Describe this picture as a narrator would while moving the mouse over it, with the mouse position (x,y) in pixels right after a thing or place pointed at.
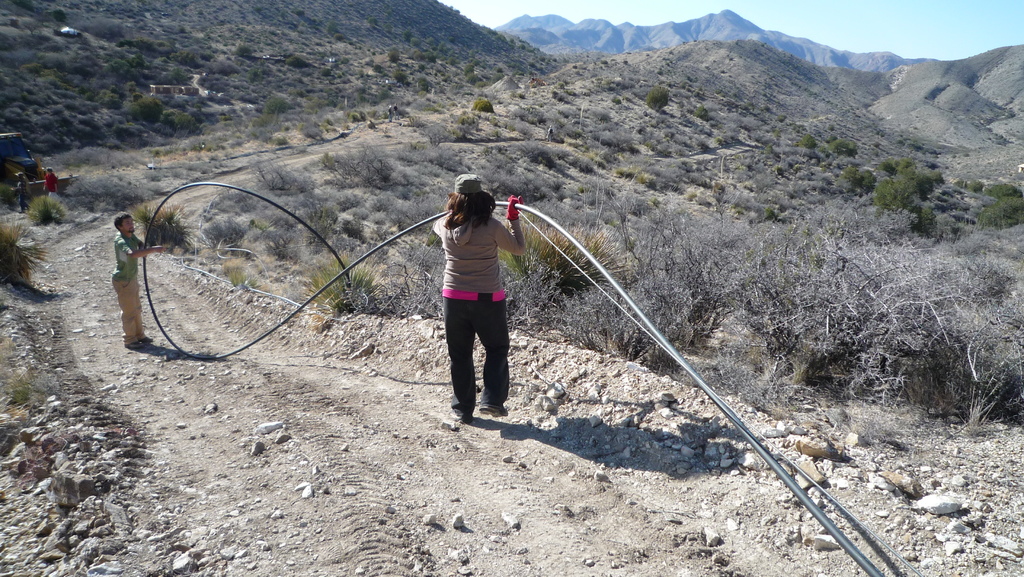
In the image there are two people (135,319) standing on a rough surface (239,447), they are holding some wires (795,483) and around them there are many dry plants (562,153), on the left side (28,150) there is a vehicle (27,155) and few people (45,183). In the background (678,30) there are mountains (700,35).
